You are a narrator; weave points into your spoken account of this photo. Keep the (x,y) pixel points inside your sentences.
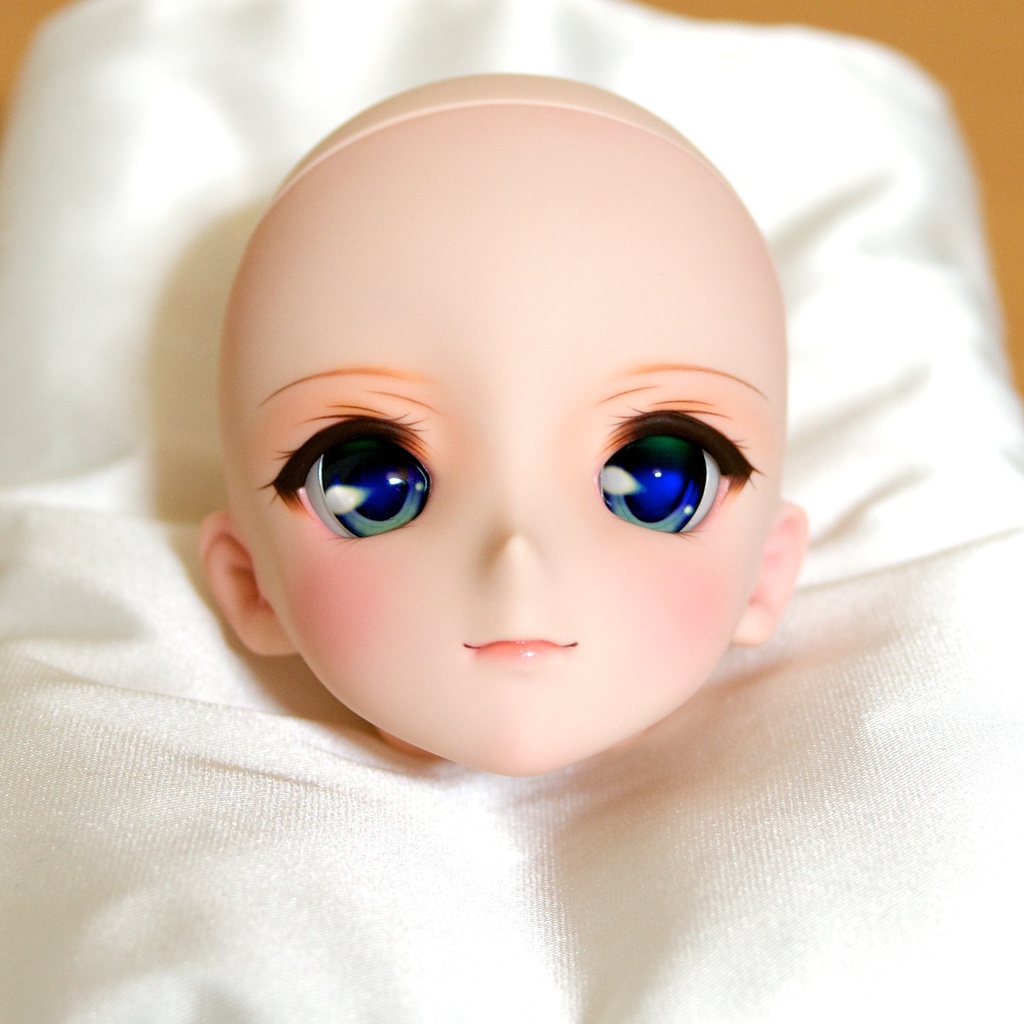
In this image we can see a doll (554,494) which is placed on a cloth (40,351).
